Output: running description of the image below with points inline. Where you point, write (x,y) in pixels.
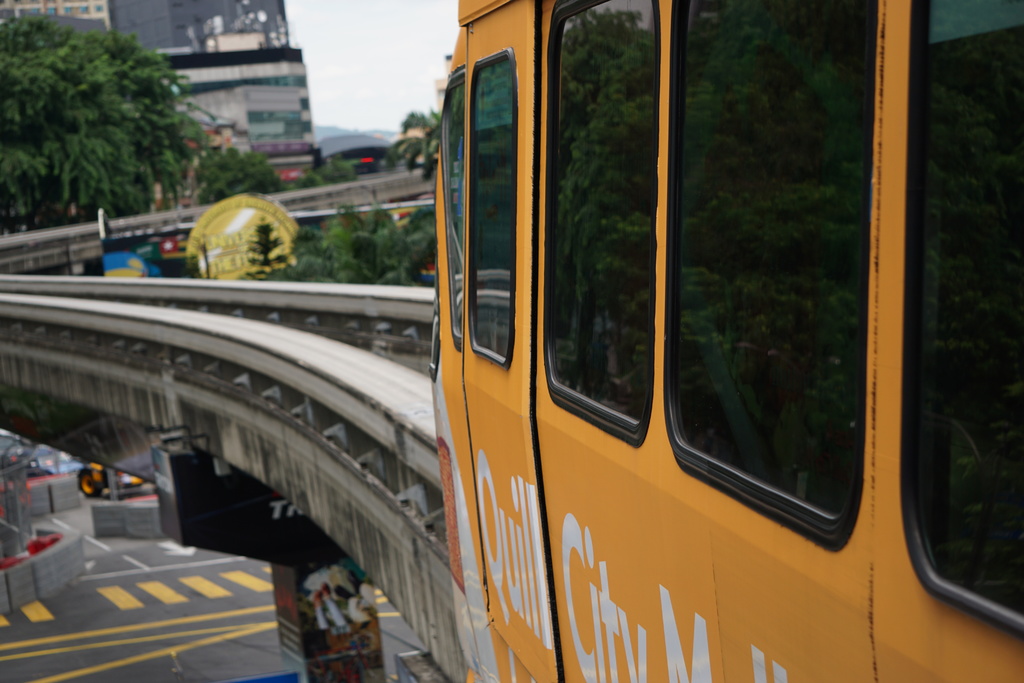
This picture might be taken outside in the city. In this image, on the right side (703,537), we can see a train (825,547) moving on the track (360,361). On the left side (71,111), we can see some trees (92,86), buildings (185,63). On top (336,93) there is a sky (353,114).
